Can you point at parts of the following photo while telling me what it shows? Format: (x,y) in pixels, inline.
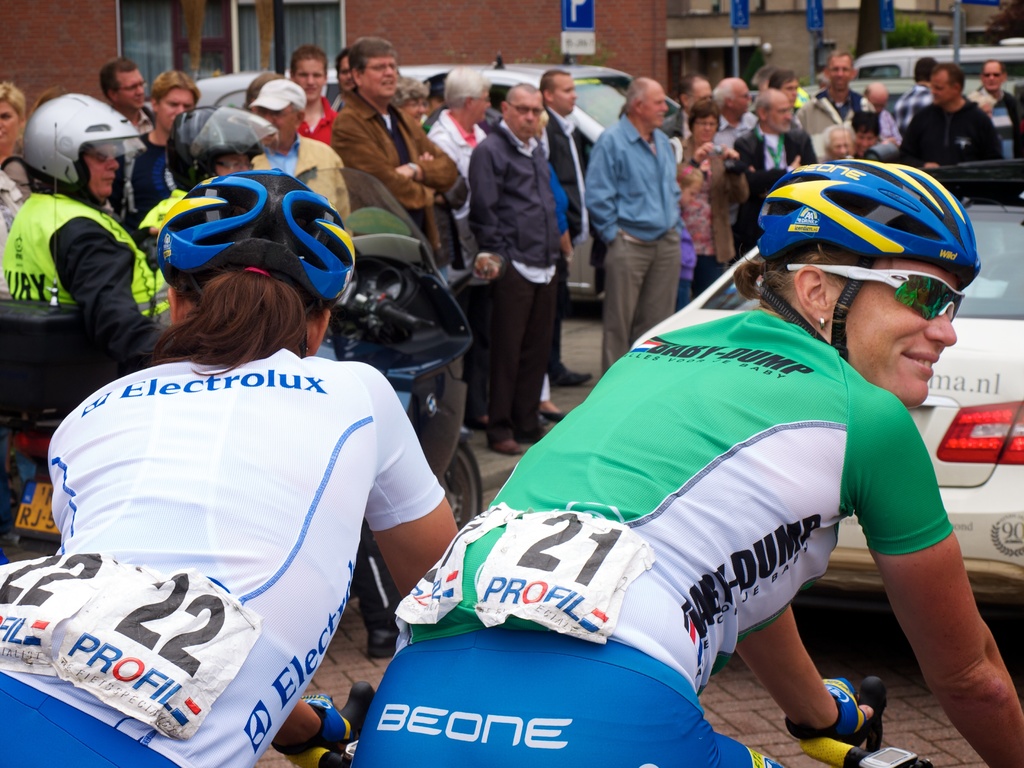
In this image there are two girls (652,523) riding a bicycle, in front of them there is a car (994,396), beside the car (994,399) there are few spectators (472,164) and few vehicles (594,84) are parked. In the background (652,38) there are buildings (697,38).
